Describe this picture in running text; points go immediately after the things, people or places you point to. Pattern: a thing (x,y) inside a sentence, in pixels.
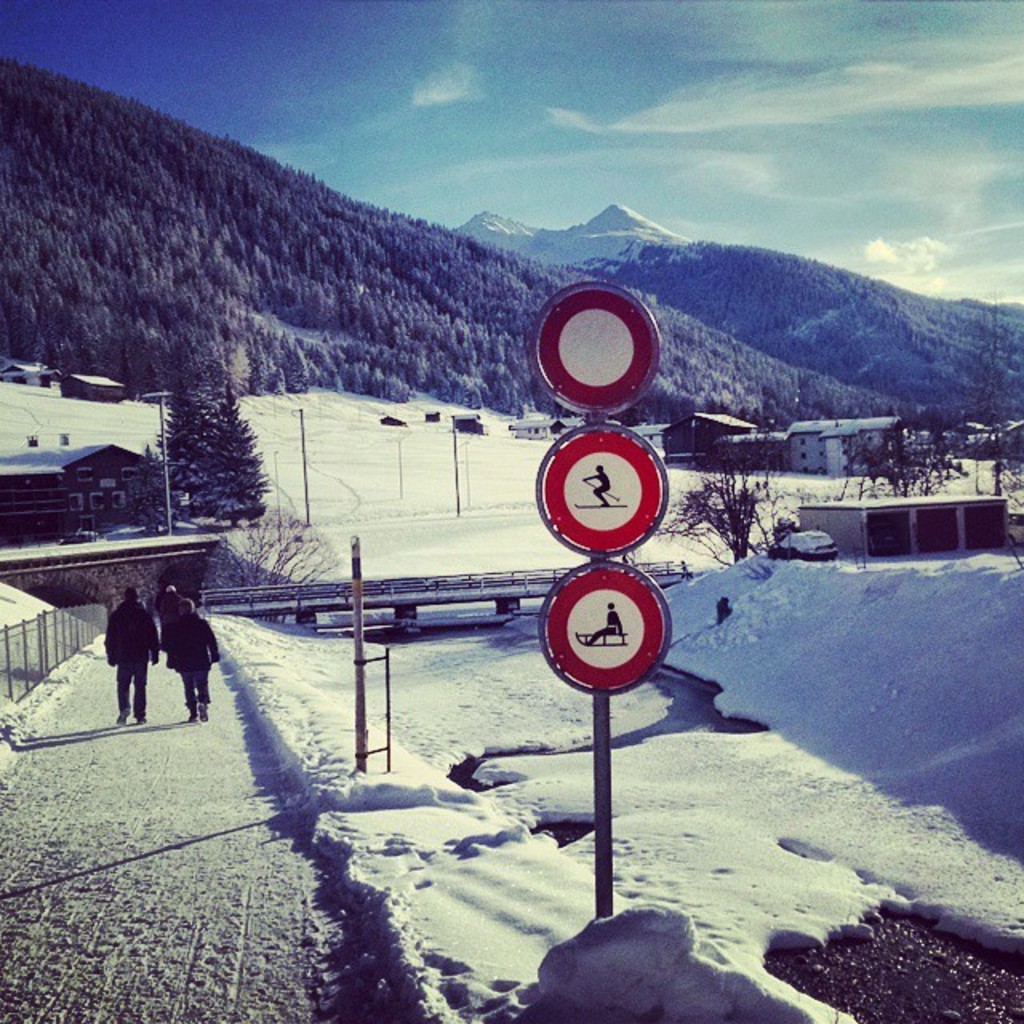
In this image I can see snow (33,844), water (889,963), bridge (169,567), sign boards (571,575), poles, vehicle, people (207,639), buildings (125,494), railing (22,642), trees (286,262), mountains (658,252) and cloudy sky (788,95).
